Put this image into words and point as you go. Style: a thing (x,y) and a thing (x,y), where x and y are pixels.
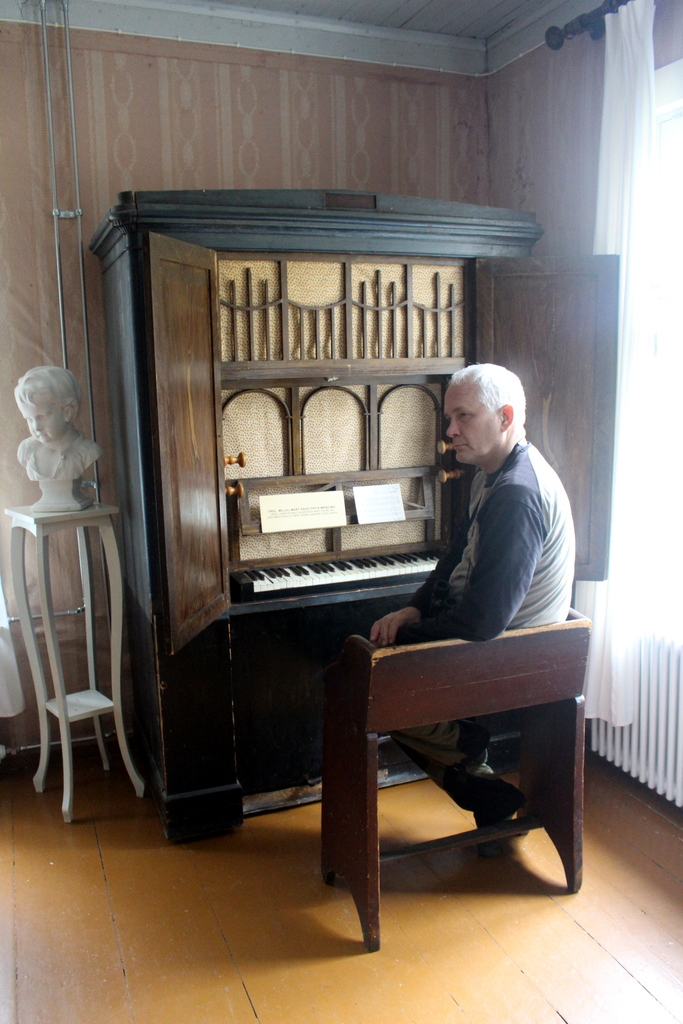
In this image I can see a man (456,414) is sitting in front of a musical keyboard (339,579).
